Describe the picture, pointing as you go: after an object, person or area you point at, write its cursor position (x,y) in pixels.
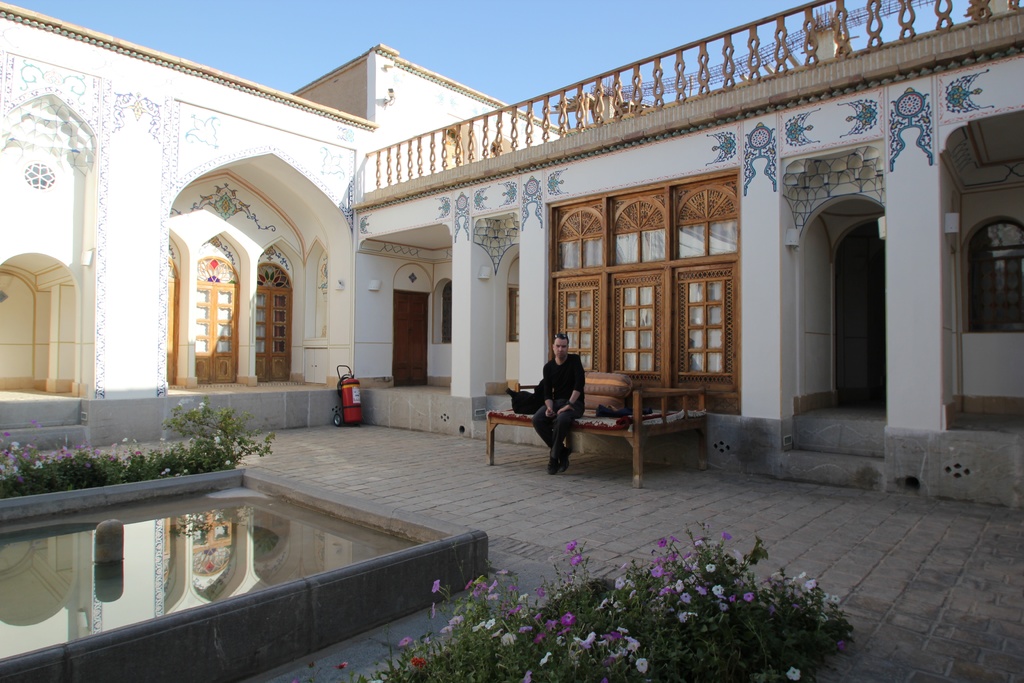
In this picture there is a man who is sitting in the center of the image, on a cot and there are flower plants (737,565) and a pond (14,533) at the bottom side of the image (21,525) and there is a house (148,413) in the background area of the image (20,364) and there are windows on it.
